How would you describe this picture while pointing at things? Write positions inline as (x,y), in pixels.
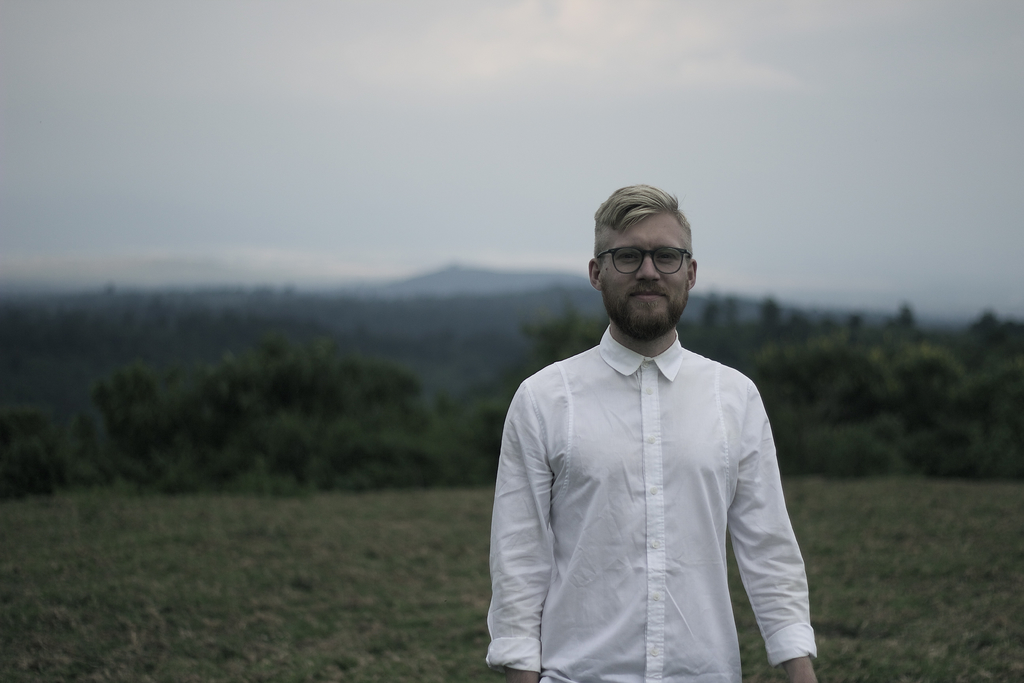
In this image I can see a man (594,277) is standing, I can see he is wearing white colour shirt (658,432) and specs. In the background (265,429) I can see trees (393,470), the sky (459,158) and I can see this image is little bit blurry from background (674,14).
